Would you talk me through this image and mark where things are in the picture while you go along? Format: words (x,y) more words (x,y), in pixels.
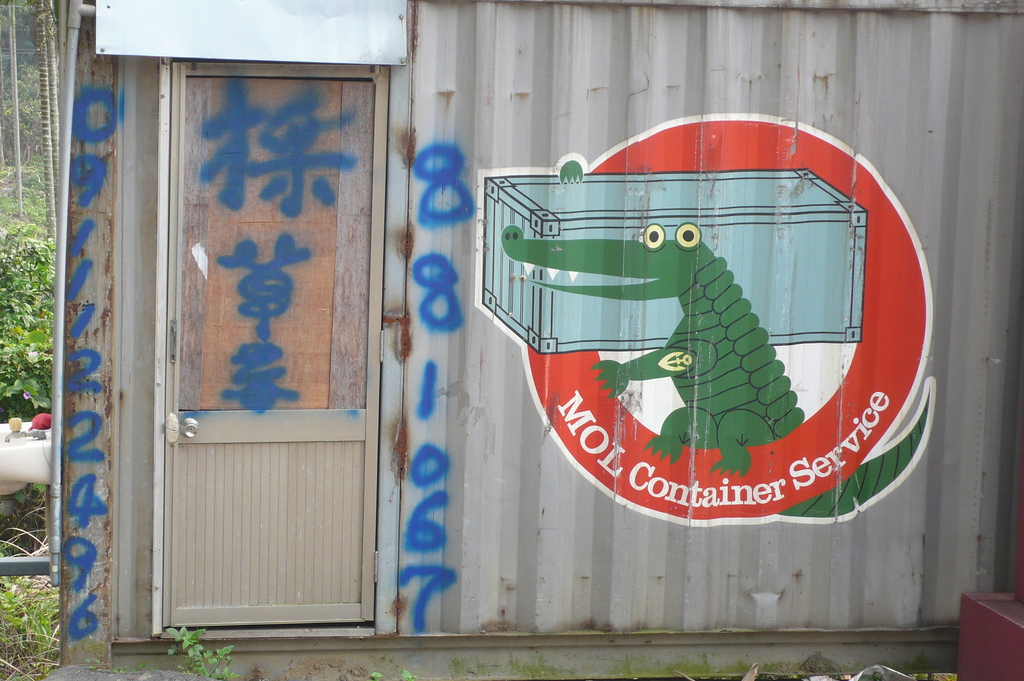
In this picture there is a container (904,660) in the center of the image (349,260) and there is a door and a sink (28,456) on the left side of the image (14,466), there are plants (12,377) on the left side of the image (31,618), there is a painting (745,259) on the container (421,328).
